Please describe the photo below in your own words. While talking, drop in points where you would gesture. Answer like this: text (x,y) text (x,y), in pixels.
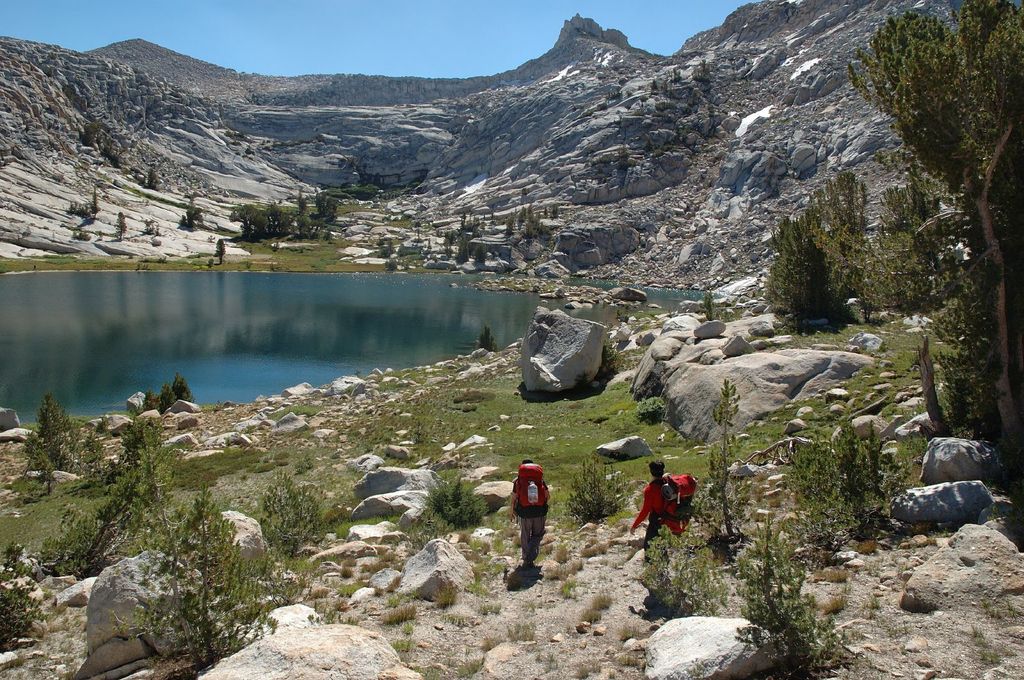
At the bottom of the image (532,522) we can see persons (530,539) walking on the ground (566,524). On the right side of the image (769,131) we can see a hill (802,161), trees (914,93), rocks (937,462) and grass (907,474). In the center of the image (461,324) there is a water (190,340). In the background (72,228) we can see trees (290,210), hills (402,148) and sky (294,65).
